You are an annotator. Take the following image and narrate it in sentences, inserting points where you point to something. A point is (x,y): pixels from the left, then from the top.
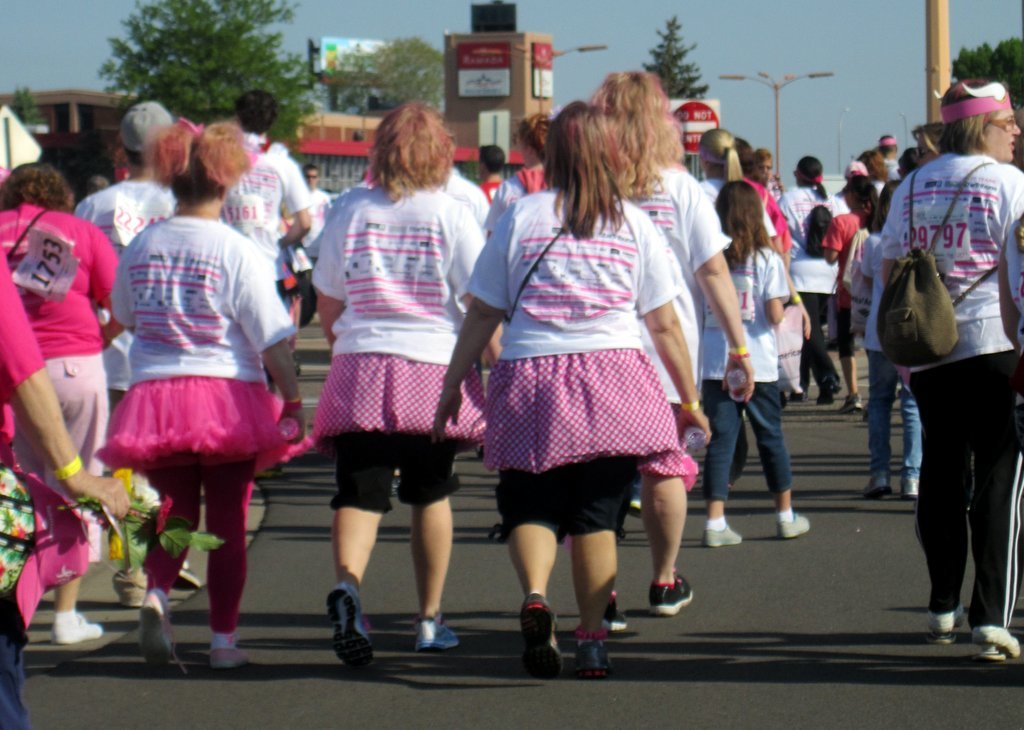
In this picture we can see a group of people (392,350) are walking on the road (811,456) and some of them are wearing bags (927,328), boards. On the boards (40,244) we can see the text (55,244). In the background of the image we can see the buildings (548,124), boards (509,134), trees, poles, lights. On the left side of the image (14,351) we can see a person (14,704) is holding the flowers (148,519). At the bottom of the image (403,529) we can see the road (403,529). At the top of the image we can see the sky (372,29).
